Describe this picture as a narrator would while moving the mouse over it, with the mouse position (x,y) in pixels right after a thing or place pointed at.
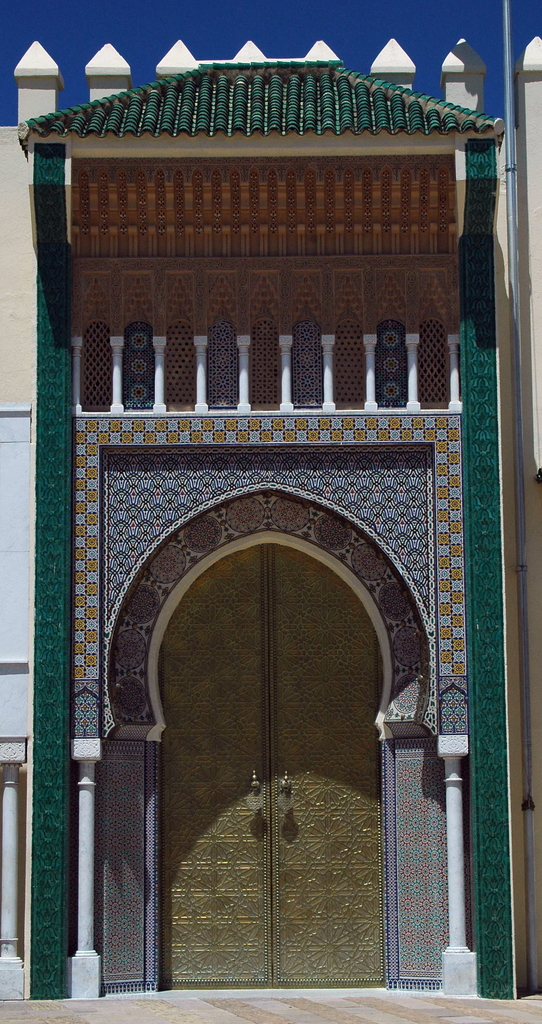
In this image we can see front of a building (181,418). There are doors (258,880), pillars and arch (265,528). On the top of the buildings (68,159) there are small pillars (50,75). In the background (301,7) there is sky (410,15).
